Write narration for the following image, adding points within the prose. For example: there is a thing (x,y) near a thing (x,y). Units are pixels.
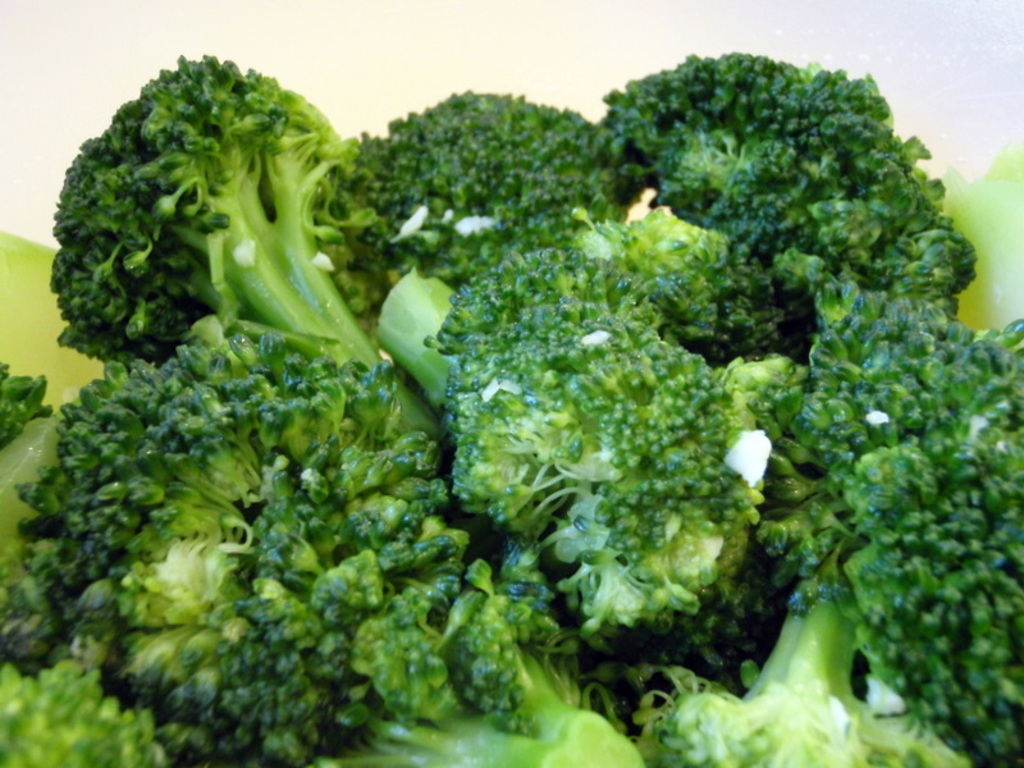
In this image, we can see there are broccoli pieces (199,245) arranged. And the background (89,54) is white in color.
